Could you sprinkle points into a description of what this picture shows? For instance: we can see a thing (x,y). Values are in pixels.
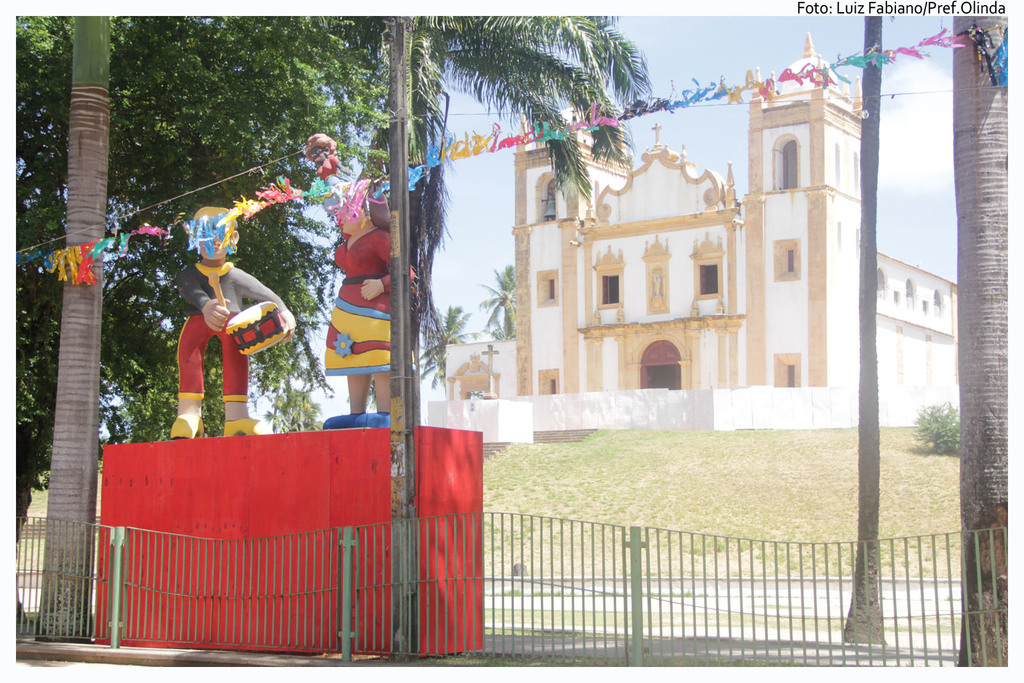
In this image I can see a red colour thing (227,467) and on it I can see statues (333,346). I can also see few trees (65,168), grass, a plant (947,410), a building (923,367) and the sky (671,122) in the background (736,138).
